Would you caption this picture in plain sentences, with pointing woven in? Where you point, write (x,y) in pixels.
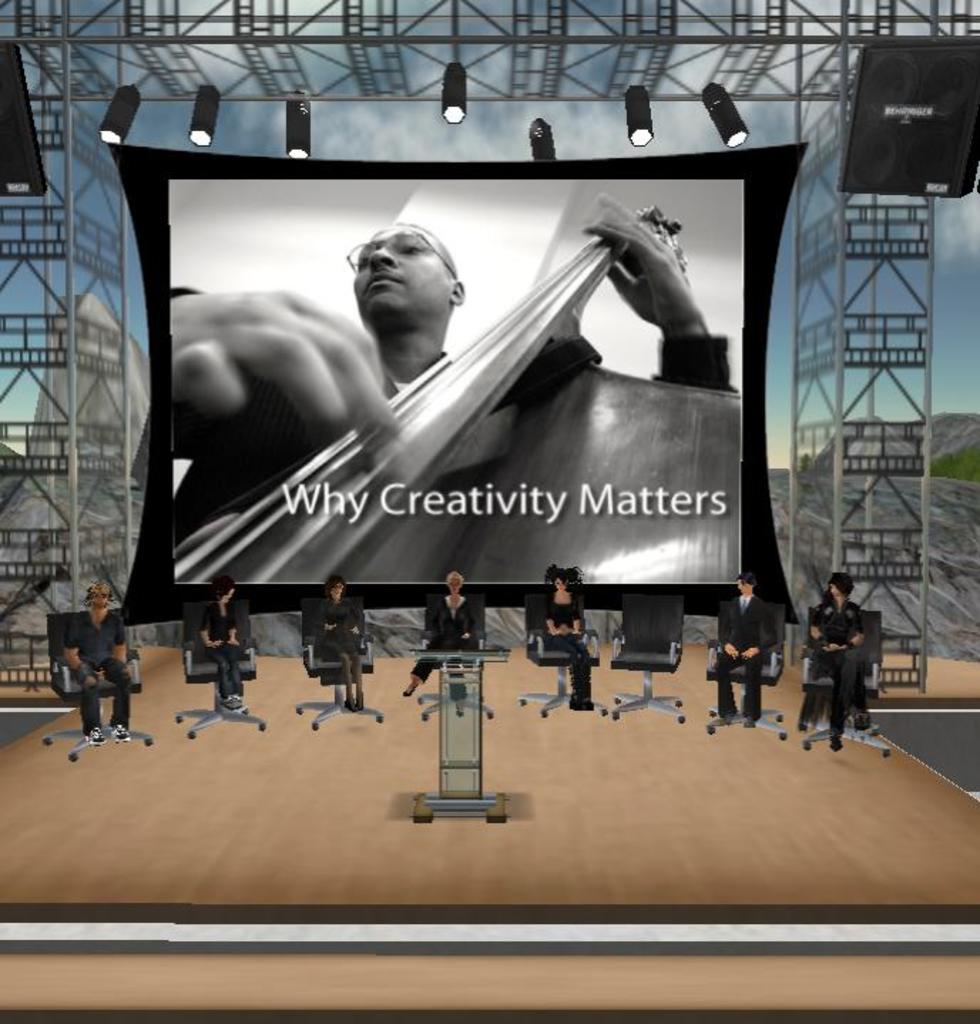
In this picture we can see a screen (444,556) and in the screen (183,419) we can see a man (439,244) playing musical instrument (590,243) with his hands (640,280), lights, chairs (65,643), podium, speakers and some persons (425,666).
